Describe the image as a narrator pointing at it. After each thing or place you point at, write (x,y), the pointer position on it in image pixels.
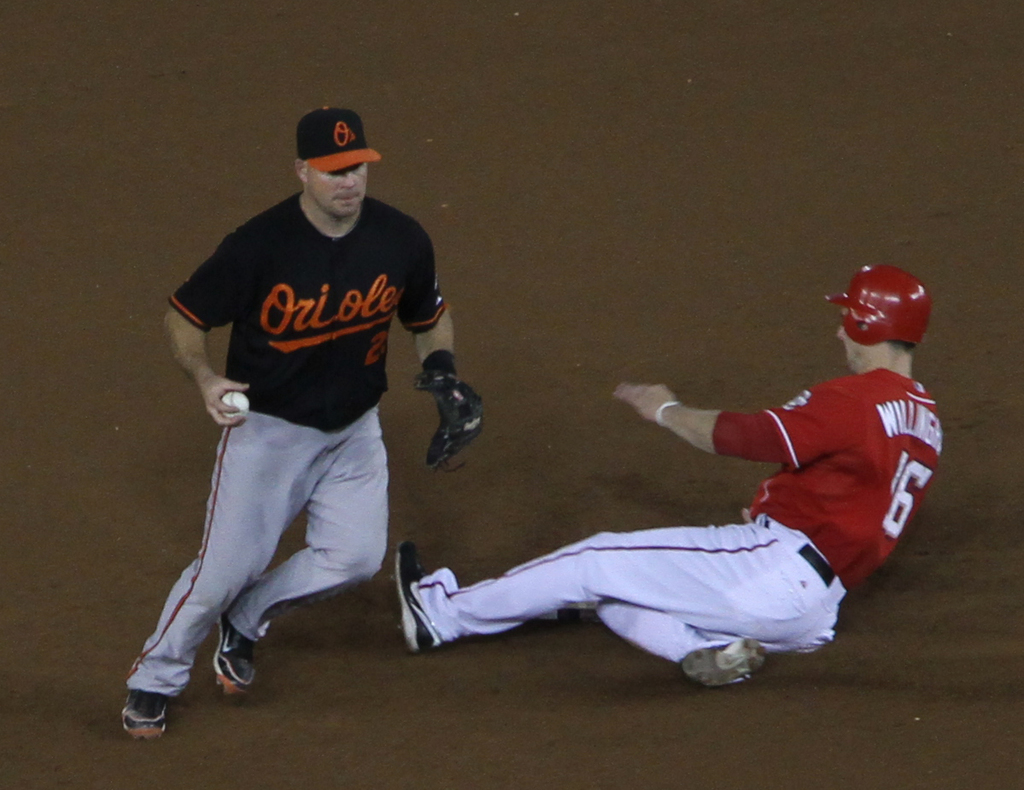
In the image there are two players (683,568), one person (865,433) is lying on the ground (982,398) and the second person (274,512) is running, the person (236,436) is holding a ball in his right hand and he is wearing a glove (443,460) to his left hand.
